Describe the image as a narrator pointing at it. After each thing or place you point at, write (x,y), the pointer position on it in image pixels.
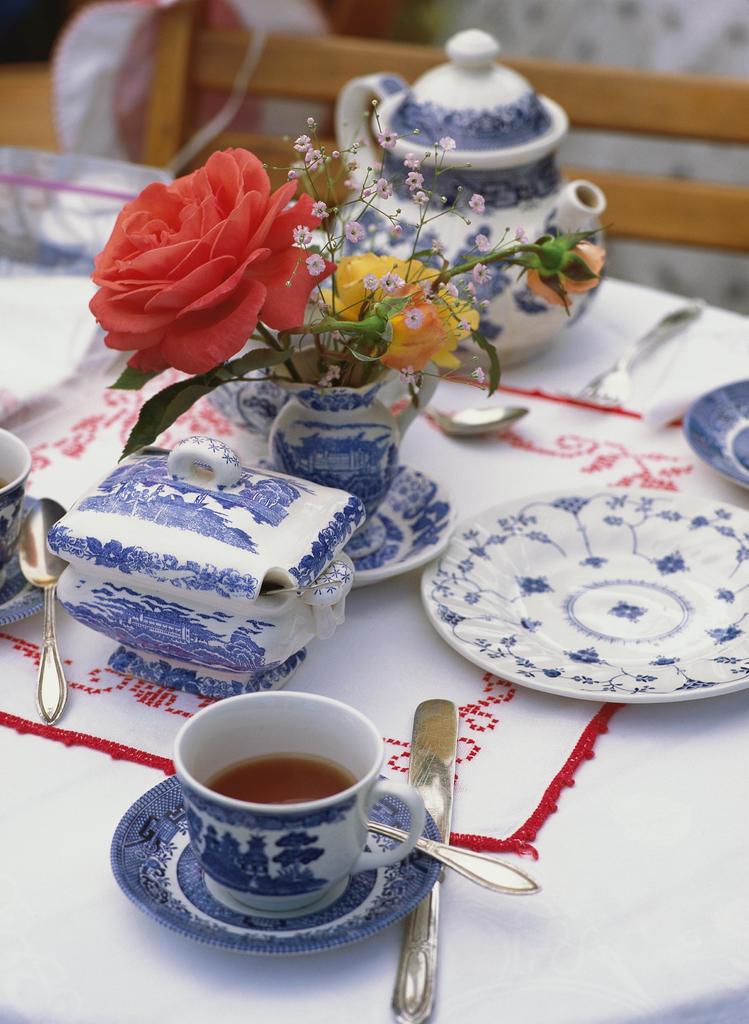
In this picture i could see a dining table (576,397) on dining table (306,646) there are tea cups (276,766) and a saucer (144,830) and in the saucer (374,838) there is spoon (392,836) and beside the saucer (427,861) there is a knife (433,963). There is sugar can (162,583) and a flower pot (360,391) with flowers (282,291) in it, there is a teapot (451,200) beside the flower pot (366,452) and a chair (576,68) in the back of the dining table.
